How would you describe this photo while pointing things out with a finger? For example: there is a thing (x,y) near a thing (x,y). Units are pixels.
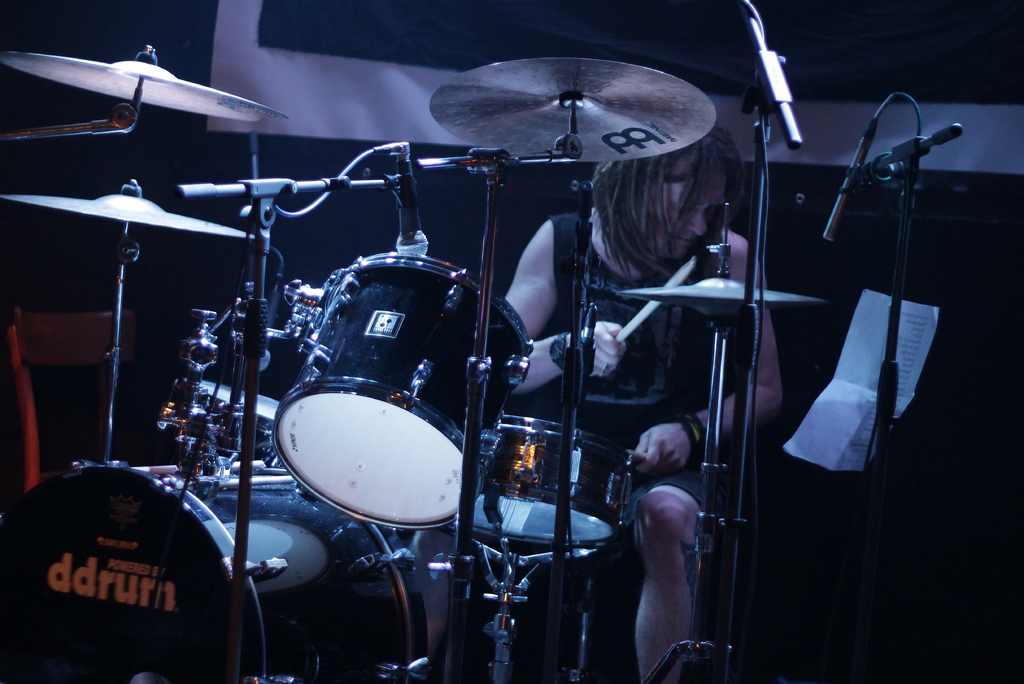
In this image we can see a person (690,324) holding sticks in his hand (681,443) is sitting. In the foreground of the image (737,535) we can see group of musical instruments (277,460). To the right side of the image (895,285) we can see a microphone (848,178) placed on stand (886,167) and a paper (870,449). In the background (817,492), we can see the wall (817,492).
